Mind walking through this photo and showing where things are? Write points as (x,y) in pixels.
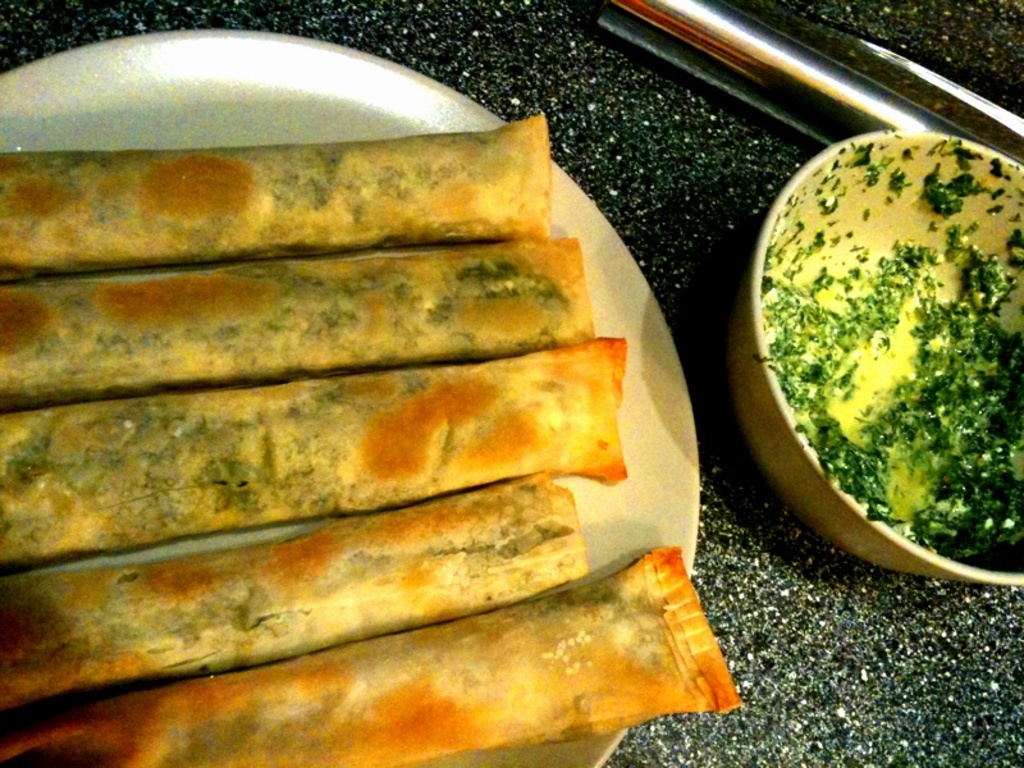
This is a zoomed in picture. On the left (145,53) there is a plate (636,472) containing some food items (399,381) and we can see a bowl (827,160) and some other objects (790,69) seems to be placed on a black color table (643,181).
